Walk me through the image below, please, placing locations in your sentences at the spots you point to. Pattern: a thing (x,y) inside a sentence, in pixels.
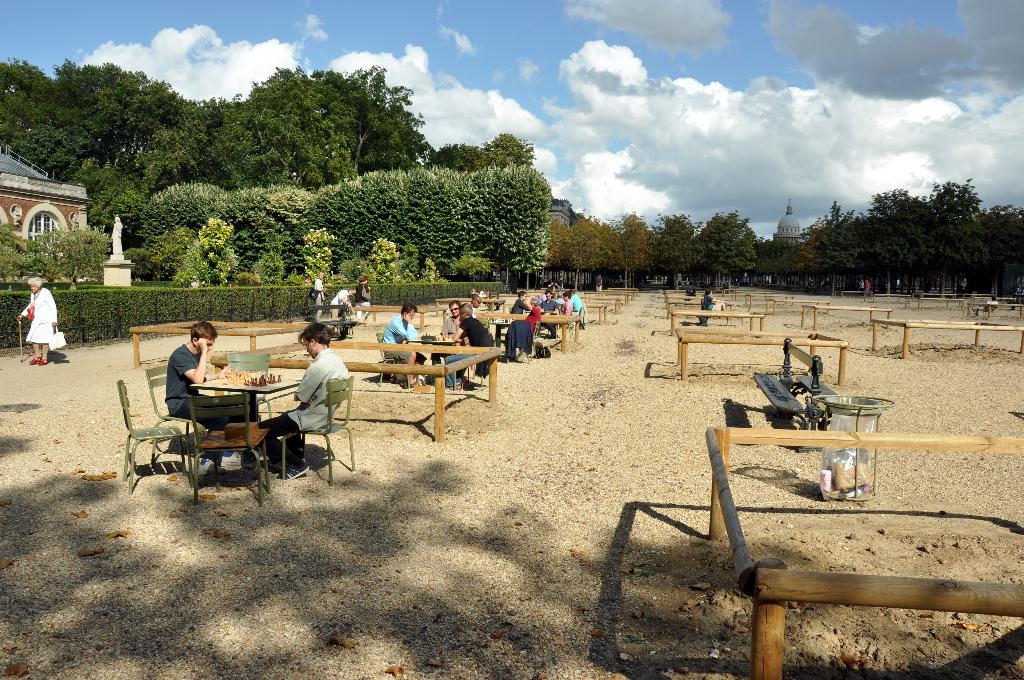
In this picture many people (450,324) are sitting on the table (283,388) which are placed on sand (516,478), there are rectangular size shape empty slots (712,366). In the background (57,246) we observe some buildings (36,201) and trees (519,221).
